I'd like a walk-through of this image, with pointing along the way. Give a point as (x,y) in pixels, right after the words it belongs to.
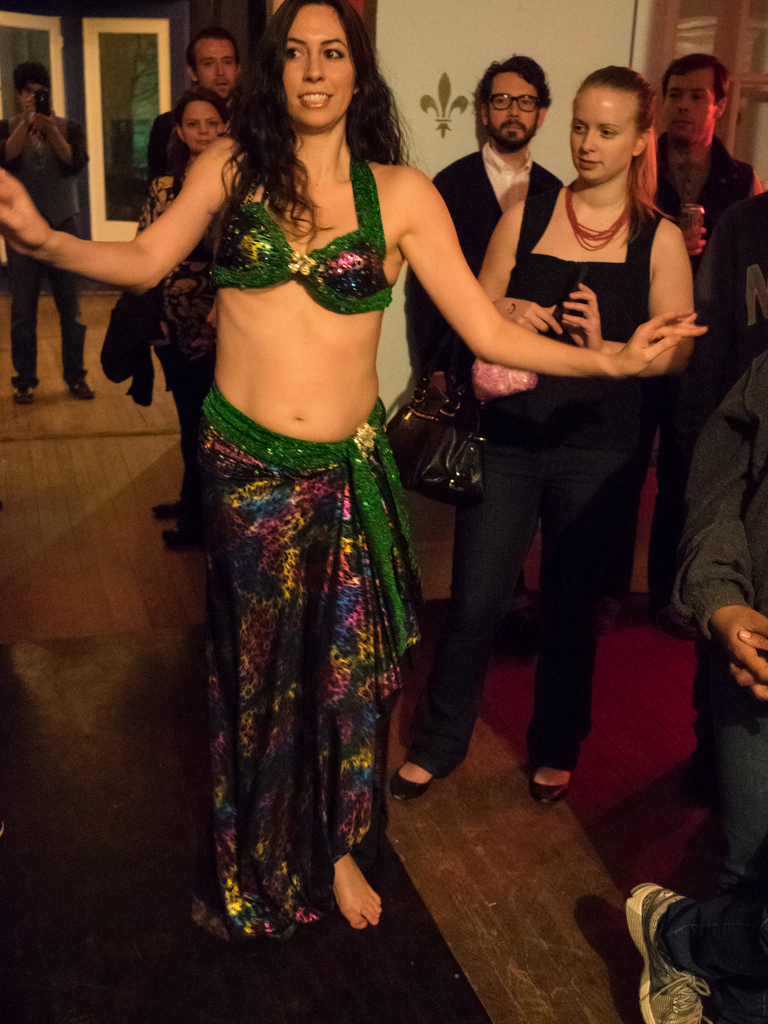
In this image there are people (707,338) standing on the floor (517,746). In the center (266,484) there is a woman (294,485) dancing. To the left (58,287) there is a man (44,183) holding a camera (38,100) in his hand (38,118). Behind them there is a wall (571,19). There are glass doors (119,56) to the wall (468,89).
